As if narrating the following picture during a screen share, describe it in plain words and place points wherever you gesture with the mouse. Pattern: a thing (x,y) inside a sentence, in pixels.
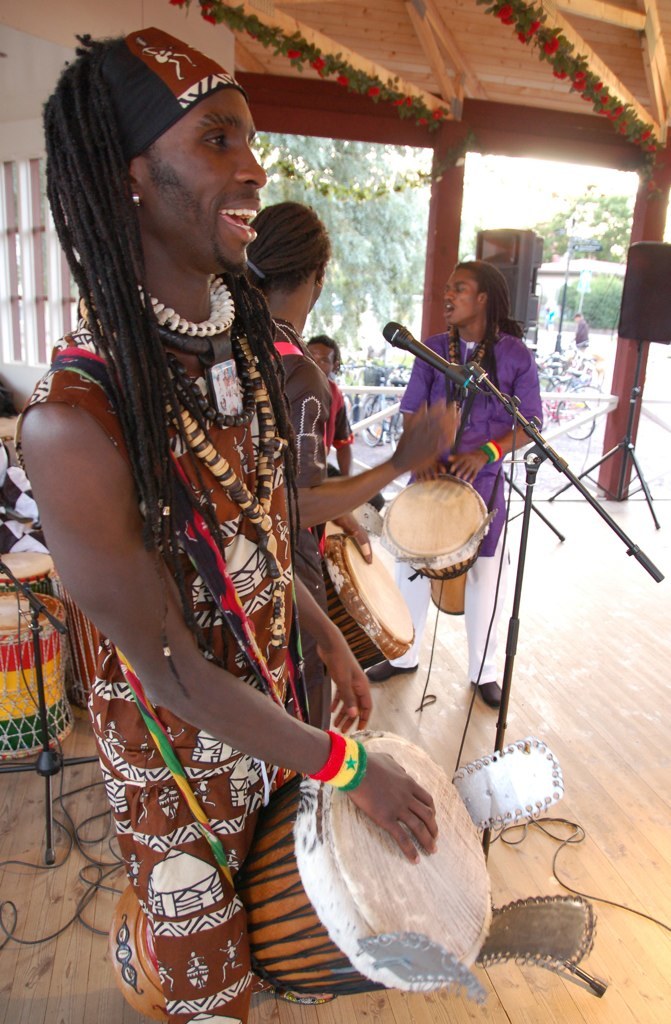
Front this person (210,670) is playing this musical instrument (330,854). Far this two persons (485,495) are also playing these musical drum (414,545). At background (39,560) there are musical instruments (20,680). This shed (536,146) is decorated with flowers (441,108). Far there are trees (588,305) and plants (614,311). These are speakers (629,328) with stand (641,359). They are bicycles (549,388).
